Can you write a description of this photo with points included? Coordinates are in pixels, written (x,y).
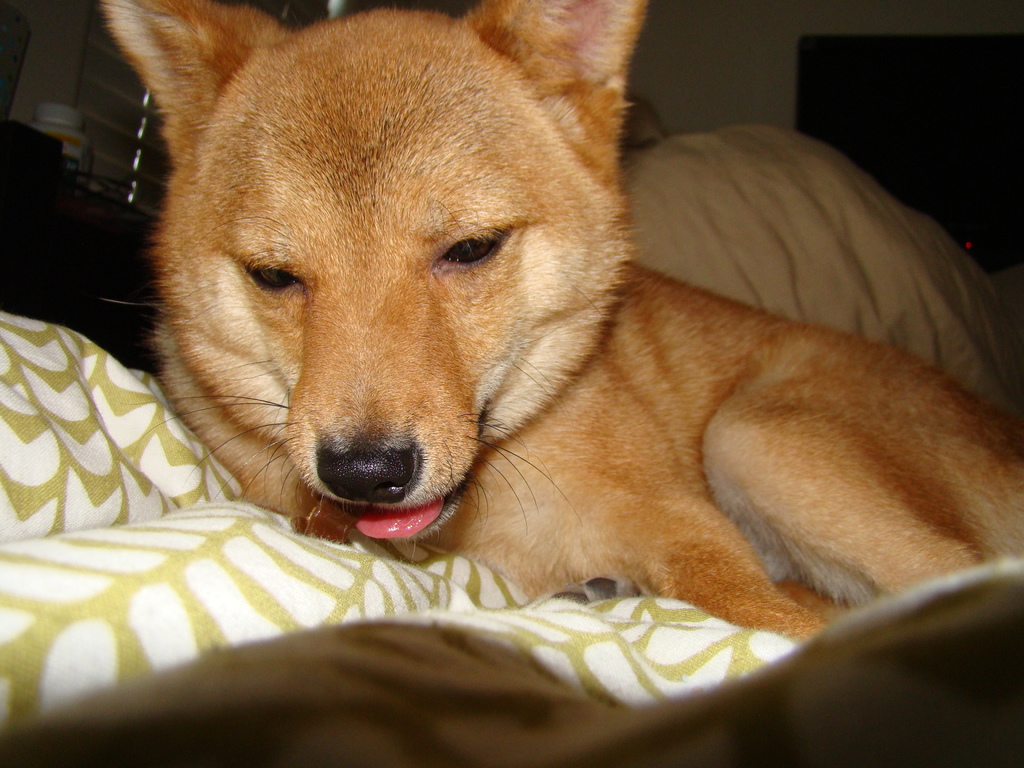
In this image I can see a dog (188,237) laying on the blanket (181,517). The dog (573,469) is in brown color and the blanket (201,568) is in white and green color.
